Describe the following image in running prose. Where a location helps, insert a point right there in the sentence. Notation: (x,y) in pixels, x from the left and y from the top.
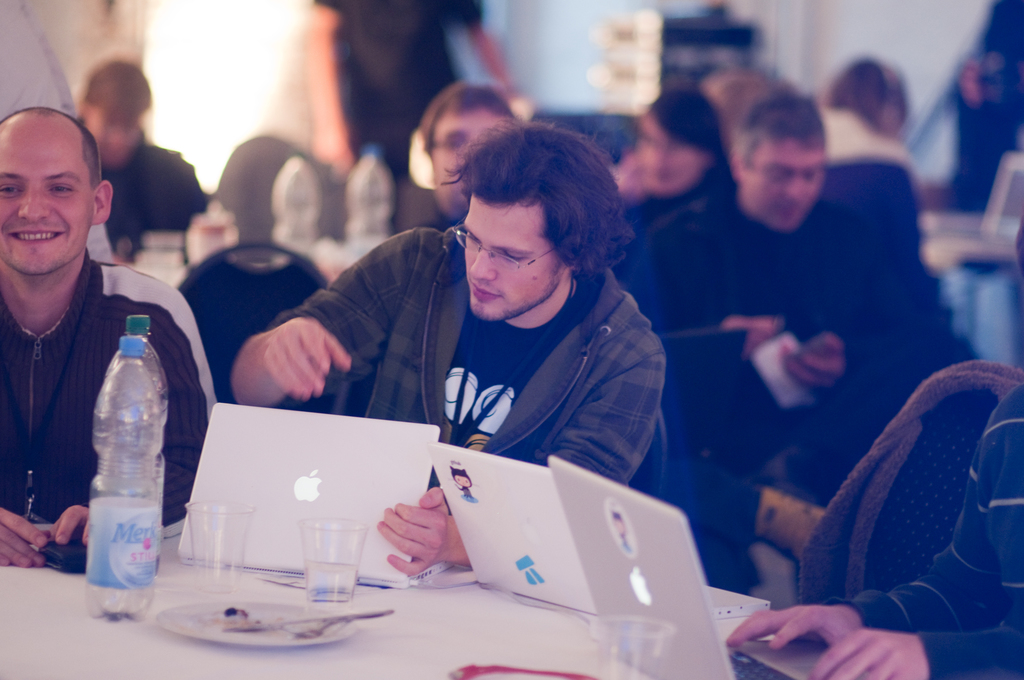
Group of people (663,305) sitting on the chairs (927,416) and these persons (367,36) are standing. We can see bottles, glass (205,549), laptops (287,512), plate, spoons (378,616) on the table (182,594). on the background (860,23) we can see wall (836,23).
